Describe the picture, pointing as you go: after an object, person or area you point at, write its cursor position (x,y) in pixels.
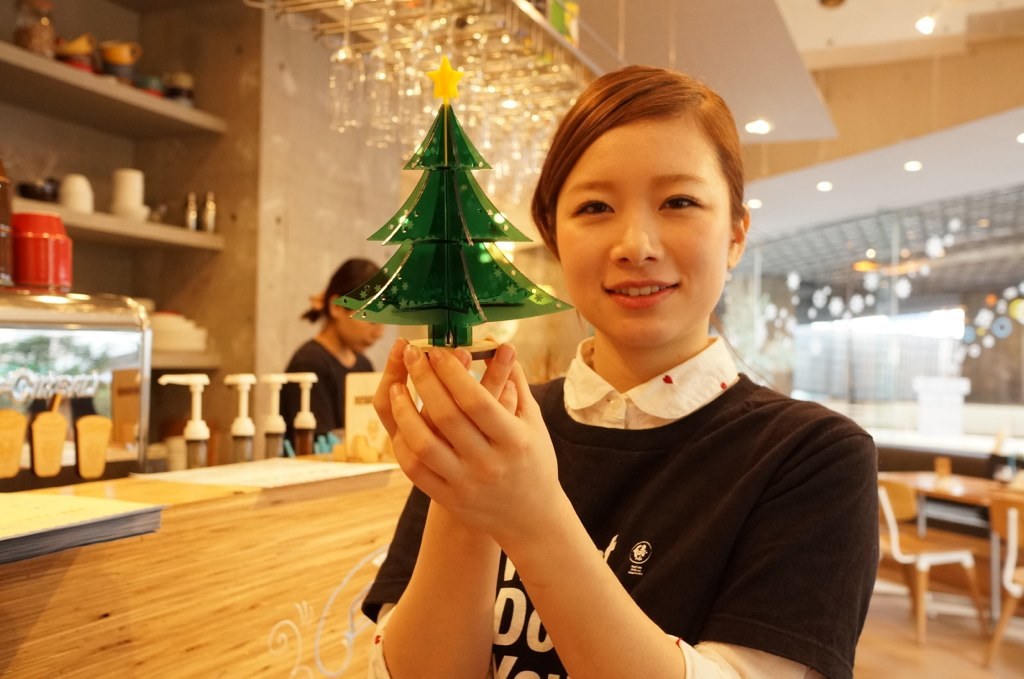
In this image, I can see a person (605,584) holding a toy christmas tree (452,340). On the left side of the image (78,43), I can see objects (126,69) in the racks (2,100) and there are few other objects (91,442) and a book (84,531) on the desk (196,486). I can see another person (343,367) standing and there are ceiling lights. On the right side of the image (942,496), there are chairs (919,562), a table (949,497) and a glass door (895,367).
